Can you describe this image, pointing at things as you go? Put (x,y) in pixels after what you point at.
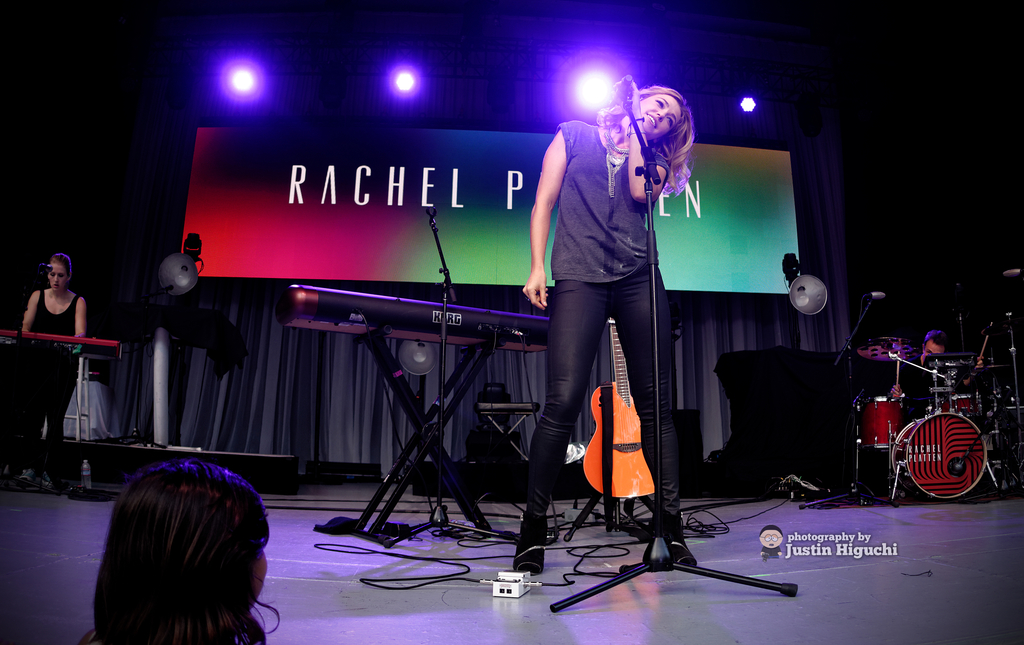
Here is the woman (618,267) standing and smiling. She is holding a mike (626,99). This is the mike stand (657,563). I can see a piano (475,326) and guitar (615,403) behind the woman (572,323). Here is the person (923,354) sitting and playing drums (952,382) and here is another person (69,265) at left side (37,356) is standing and playing piano (61,351). This looks like a banner (410,194) with name (424,190) on it. These are the show lights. I can see a cloth (261,385) hanging.
